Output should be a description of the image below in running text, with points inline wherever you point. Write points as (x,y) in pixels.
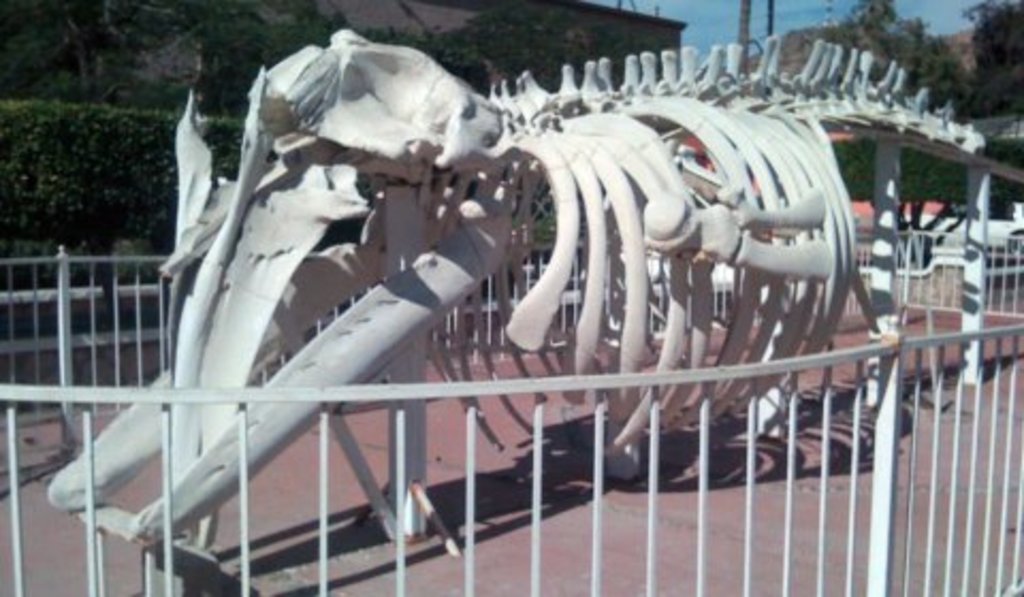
In this picture there is a skeleton of an animal (592,230) in the center of the image (566,208) and there is a boundary (990,465) at the bottom side of the image (242,409) and there are trees (514,49) in the background area of the image (526,65).
